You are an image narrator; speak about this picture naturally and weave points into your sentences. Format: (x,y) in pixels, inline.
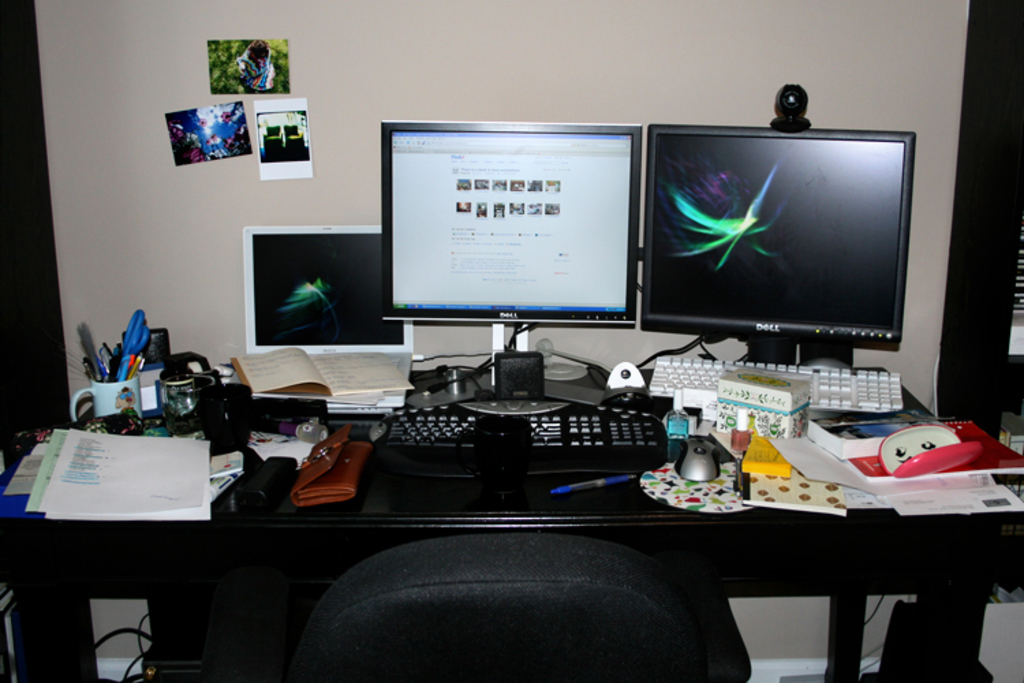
In this picture we can see a chair (586,619) and also we can see paper (170,453), cup (136,387), pens (113,353), monitor (419,310), key board (617,441), mouse (685,465) and some boxes (884,434) on the table (527,493).
